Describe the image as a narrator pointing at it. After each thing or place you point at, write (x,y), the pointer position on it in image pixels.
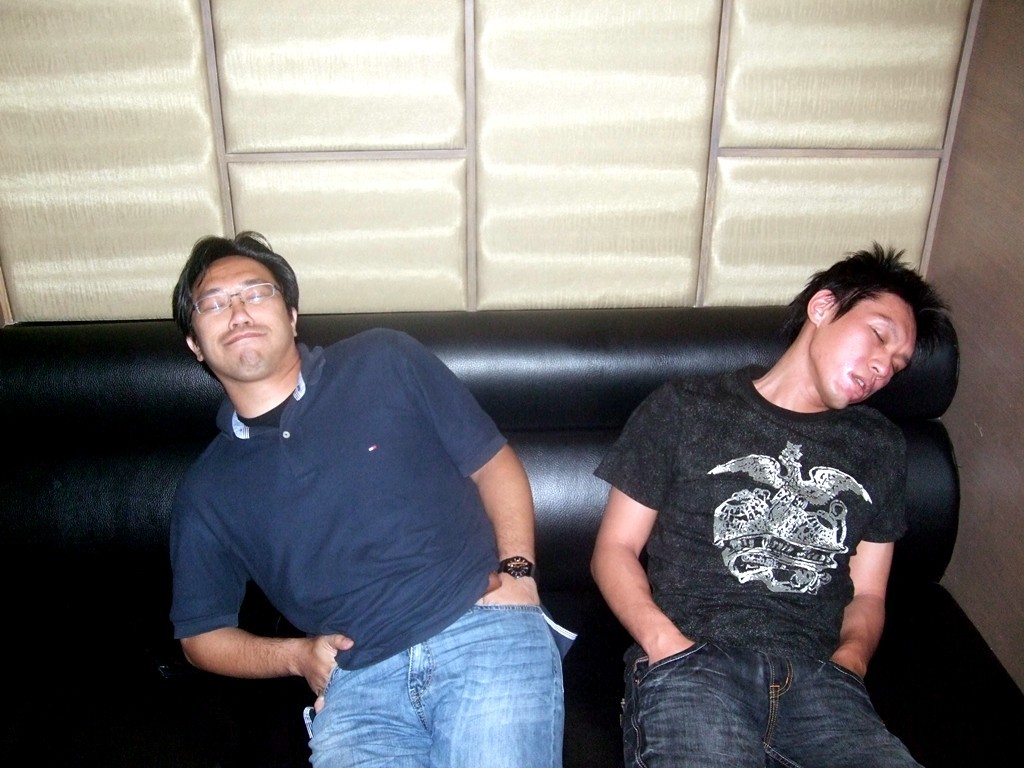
In this image we can see two persons (619,497) sleeping on the sofa (73,611). In the background (446,117) we can see the wall (695,122).
